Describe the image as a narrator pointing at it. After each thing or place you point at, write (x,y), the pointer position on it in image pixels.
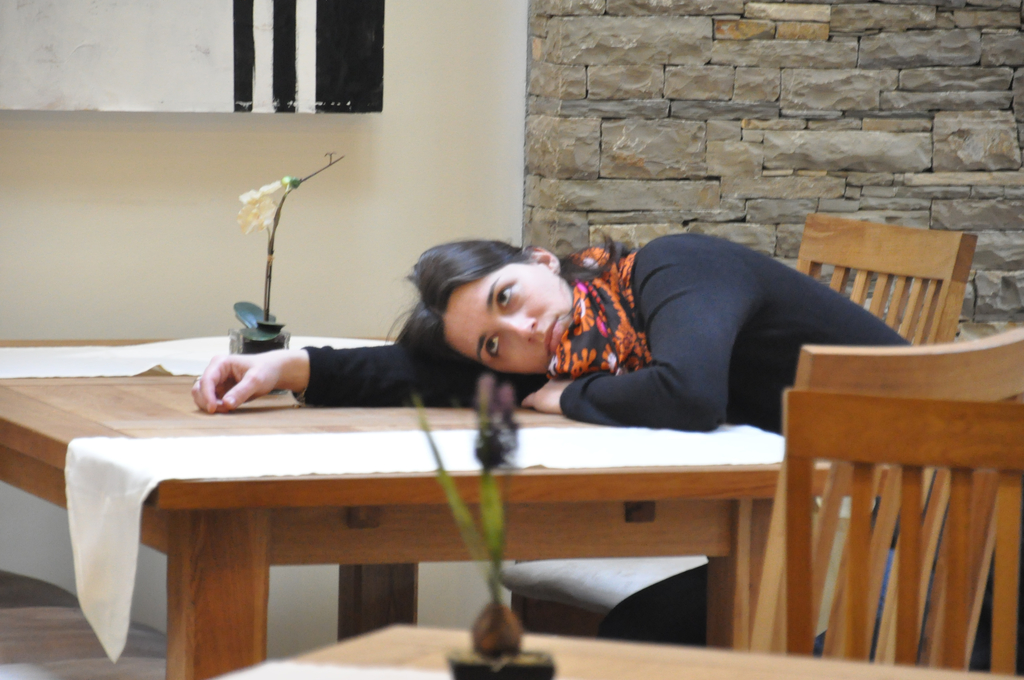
In the center of the image (387,430) there is a table (283,484). On the table (171,340) we can see clothes (182,356), flower pot (276,318) are there. On the right side of the image (720,316) a lady (771,312) is sitting on a chair (895,308) and lying on the table (533,418). In the background of the image (550,159) we can see wall (665,109) is there. In the background of the image (899,255) chairs (887,450) are there. On the left side of the image (33,616) floor (42,630) is there.
